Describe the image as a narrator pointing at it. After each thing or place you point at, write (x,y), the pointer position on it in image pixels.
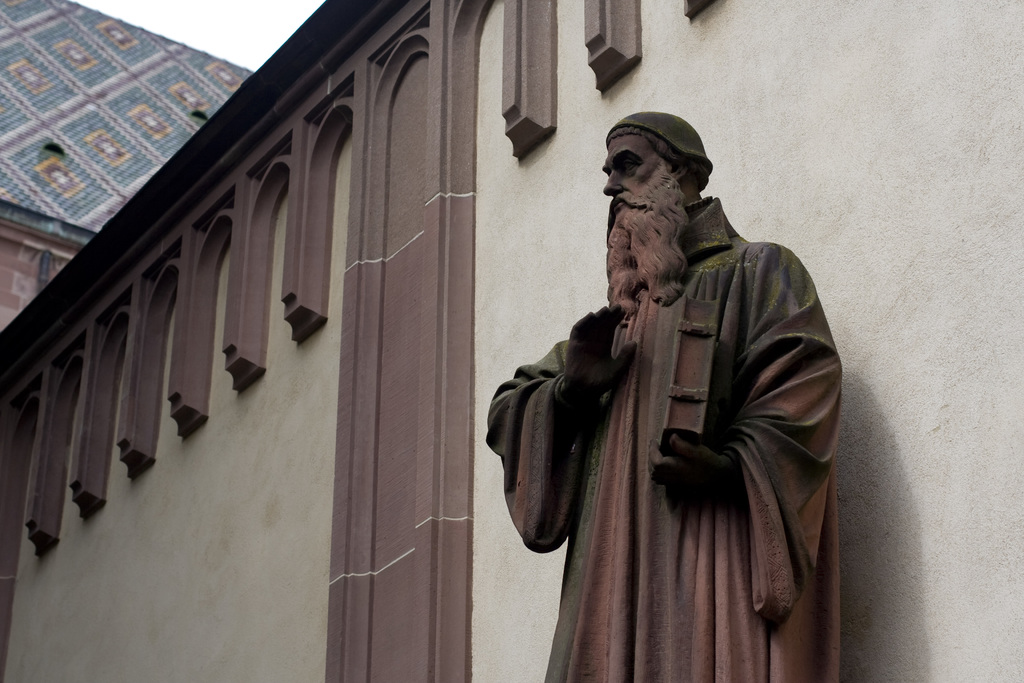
In this image we can see a statue (671,527), behind the statue (784,349) there is a wall (319,224) of a building (901,141). In the background (244,38) there is a sky (288,28).
